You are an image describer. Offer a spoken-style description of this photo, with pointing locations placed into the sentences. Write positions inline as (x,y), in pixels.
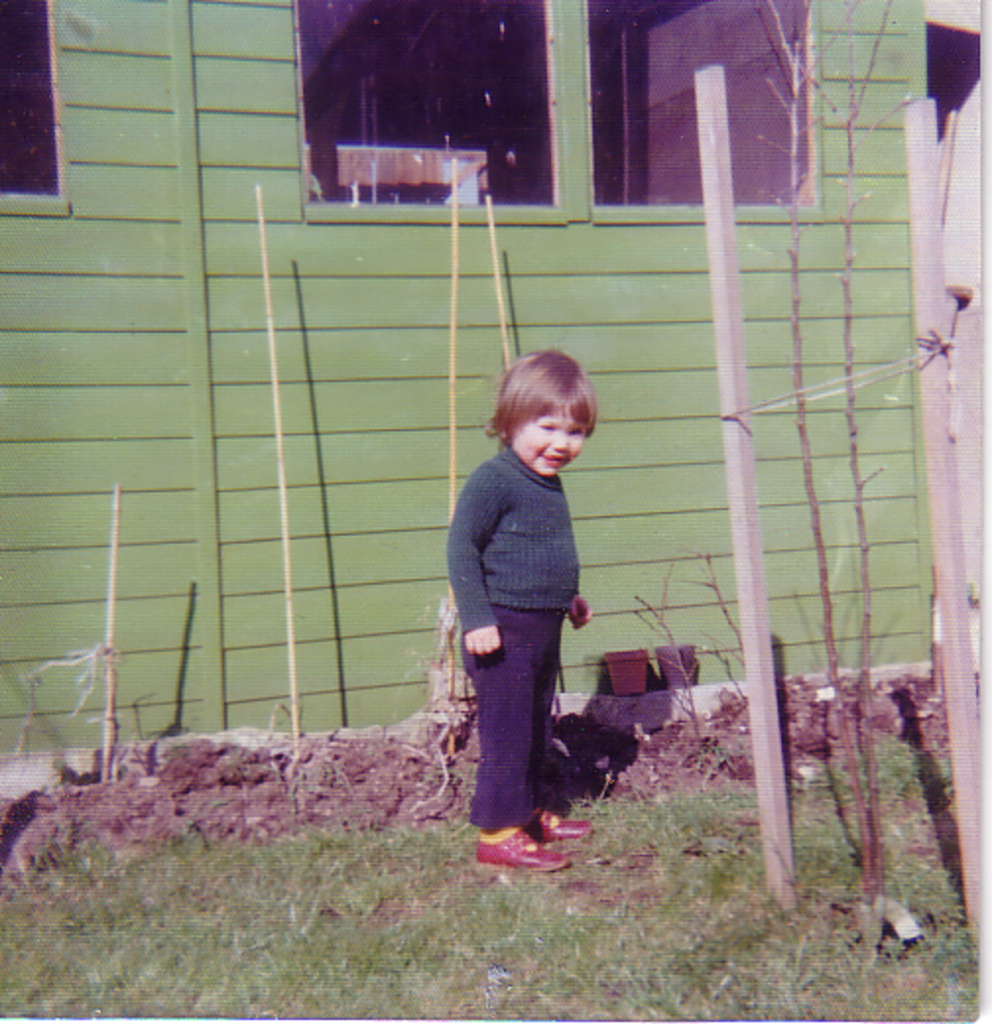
In this image in the center (532,489) there is one baby (534,550) standing, in the background (398,154) there is a house (398,154), sticks (110,643), and, flower pots (665,667). At the bottom (576,937) there is grass (100,927), and on the right side (929,300) there are wooden sticks (943,383), plant (850,361) and rope (728,420).
